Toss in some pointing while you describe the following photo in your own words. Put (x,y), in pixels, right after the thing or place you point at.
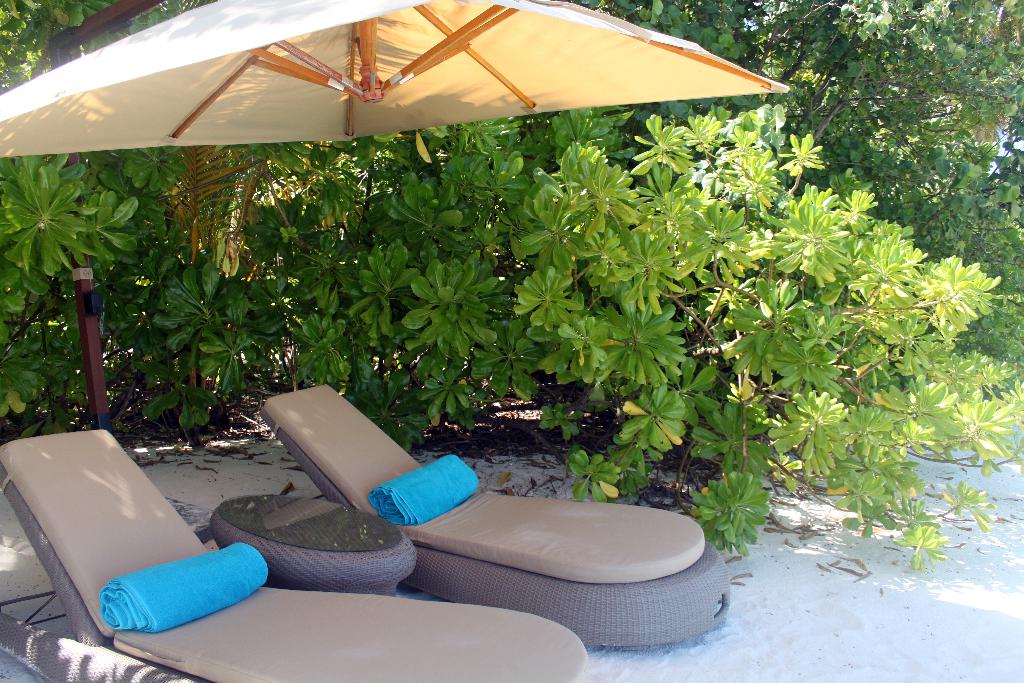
In this image I can see chairs (584,536) and on these chairs (368,495) I can see blue color clothes (424,480). I can also see a table (256,511), a white shade (182,122) and trees (359,294). I can also see shadows (666,657) on ground (925,631).
